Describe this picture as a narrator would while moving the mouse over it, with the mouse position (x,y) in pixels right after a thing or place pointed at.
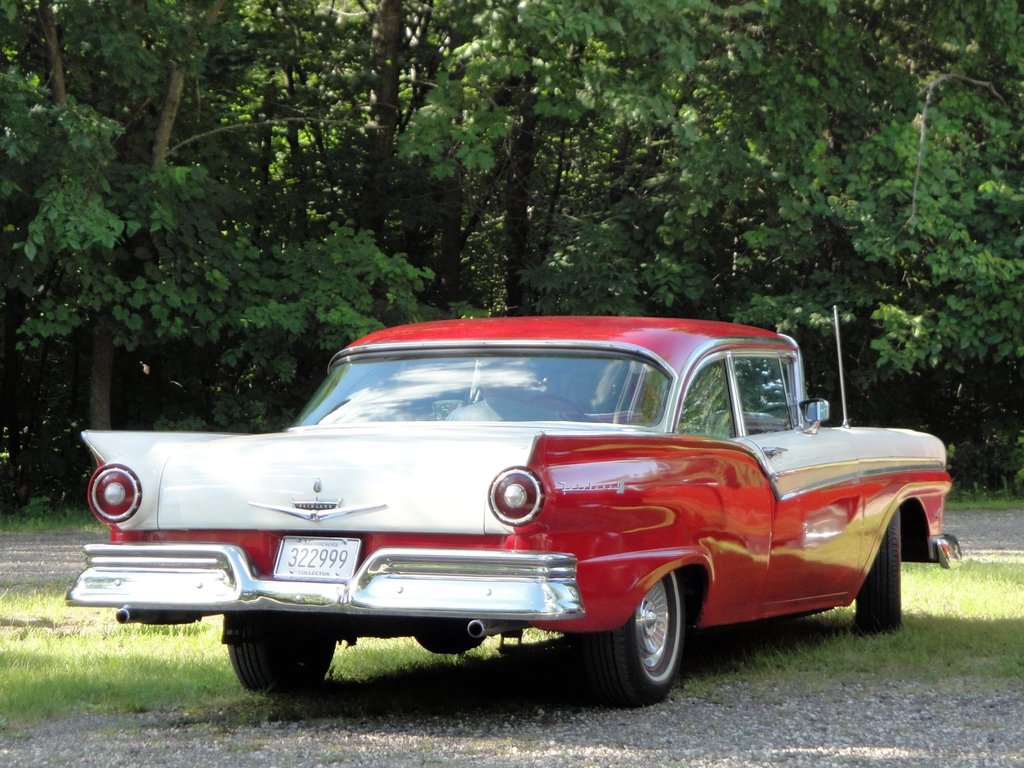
In this image I can see the vehicle (452,489) and the vehicle (496,501) is in white and red color. In the background (530,240) I can see few trees (623,121) in green color.
